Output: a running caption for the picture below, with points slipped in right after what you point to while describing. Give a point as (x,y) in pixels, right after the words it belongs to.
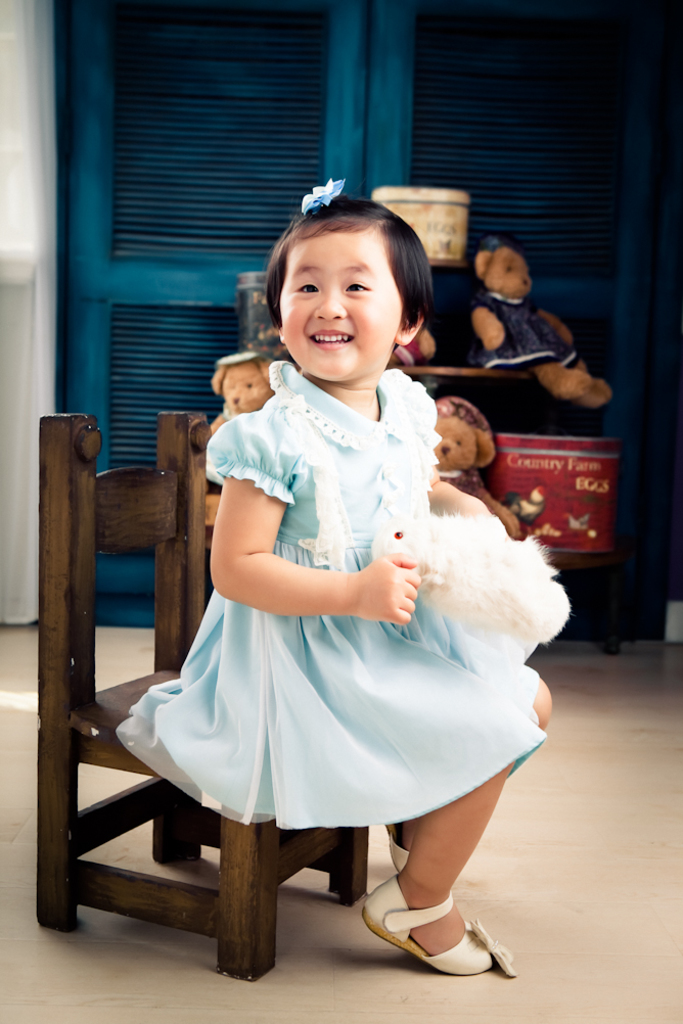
In this image I see a girl (230,495) who is holding a soft toy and she is sitting on a chair (179,455). In the background (140,353) I see the blue color door (506,150) and few soft toys (456,451) over here.
